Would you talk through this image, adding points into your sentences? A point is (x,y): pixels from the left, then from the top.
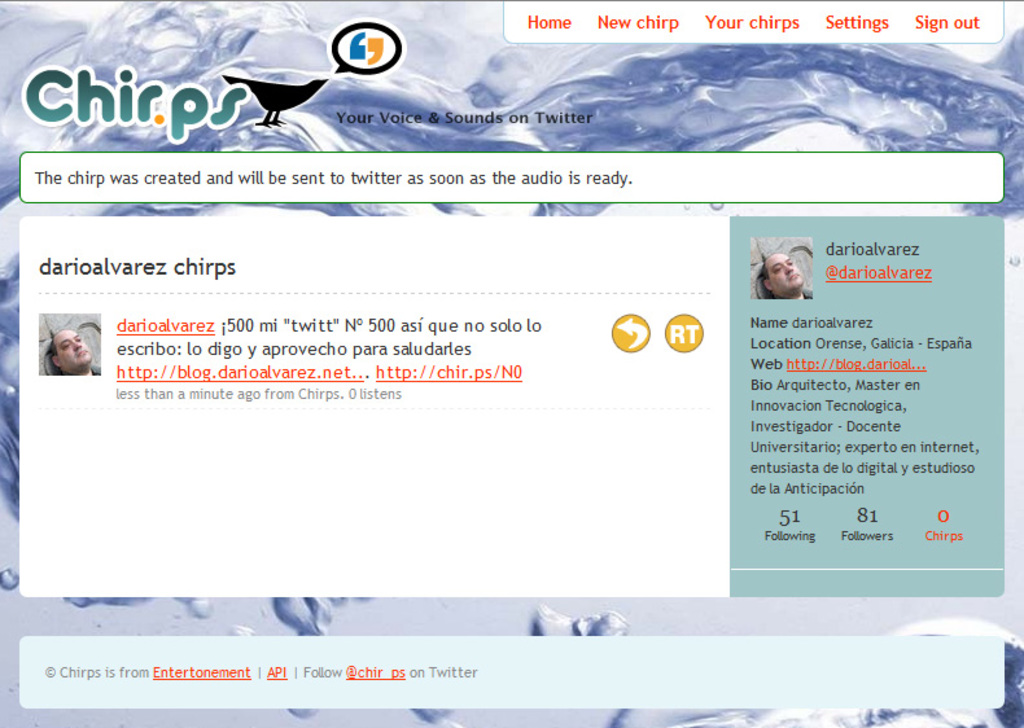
In this image we can see a screen (279,388) with some text (272,374) and images (242,79), it also looks like a web page (774,405).
